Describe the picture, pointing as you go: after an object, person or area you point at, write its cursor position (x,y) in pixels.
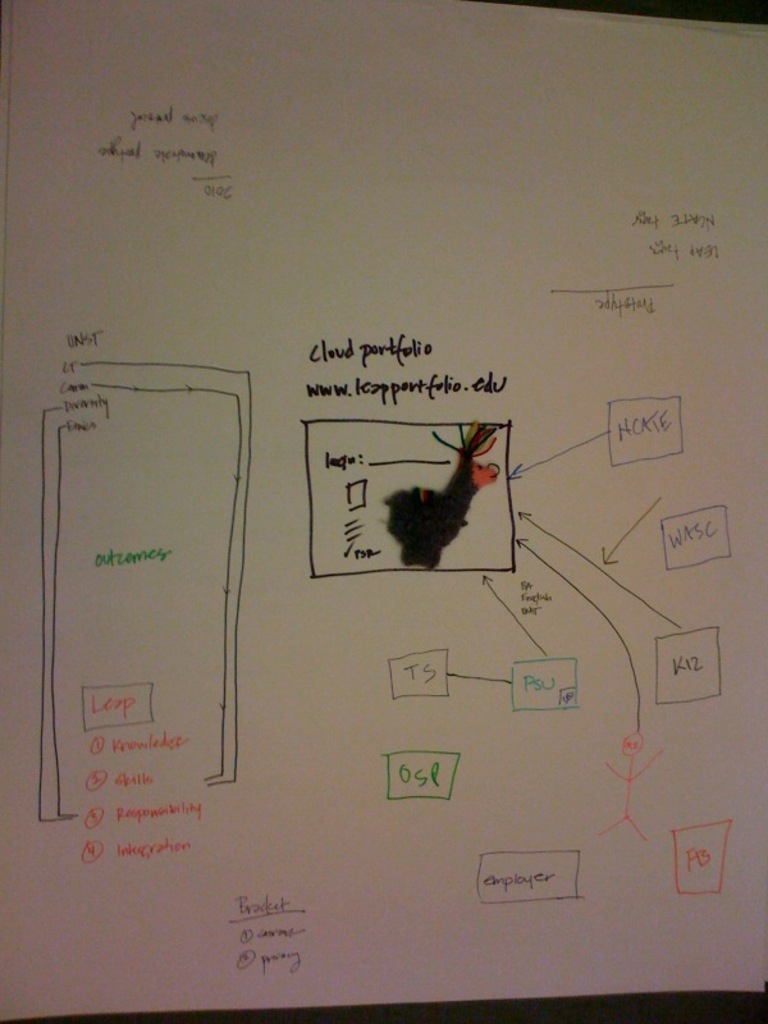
In this image we can see some written text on the paper (268,421).
